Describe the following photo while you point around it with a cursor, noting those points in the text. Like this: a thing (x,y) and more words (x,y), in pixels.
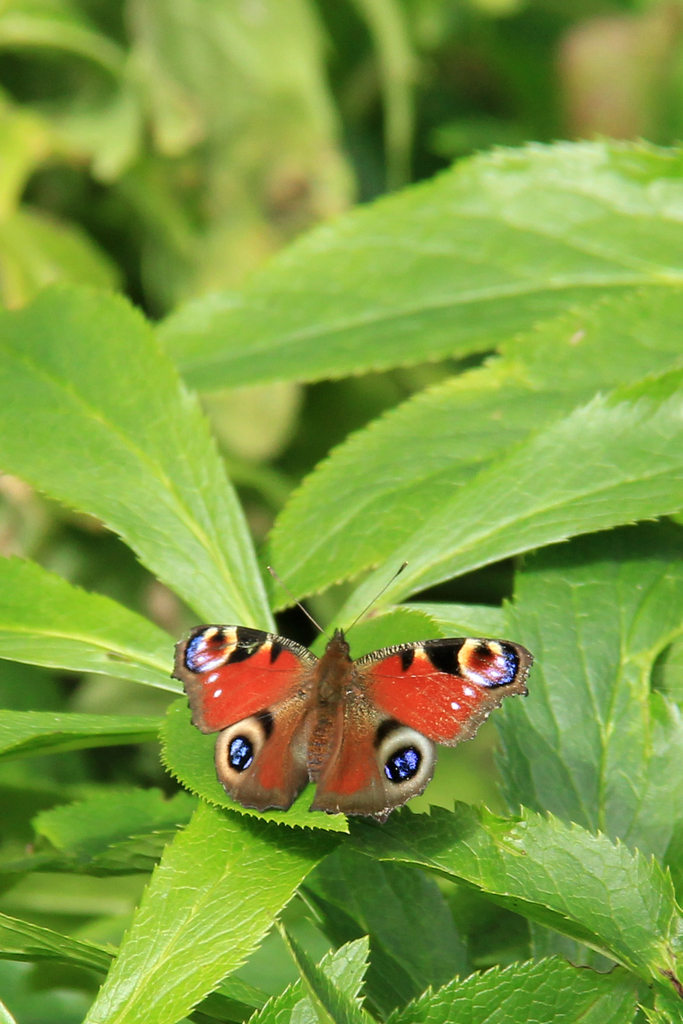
This image consists of a butterfly (223,701) which is on a leaf (372,836). That leaf (318,818) is in green color and butterfly (316,687) is in red color.
